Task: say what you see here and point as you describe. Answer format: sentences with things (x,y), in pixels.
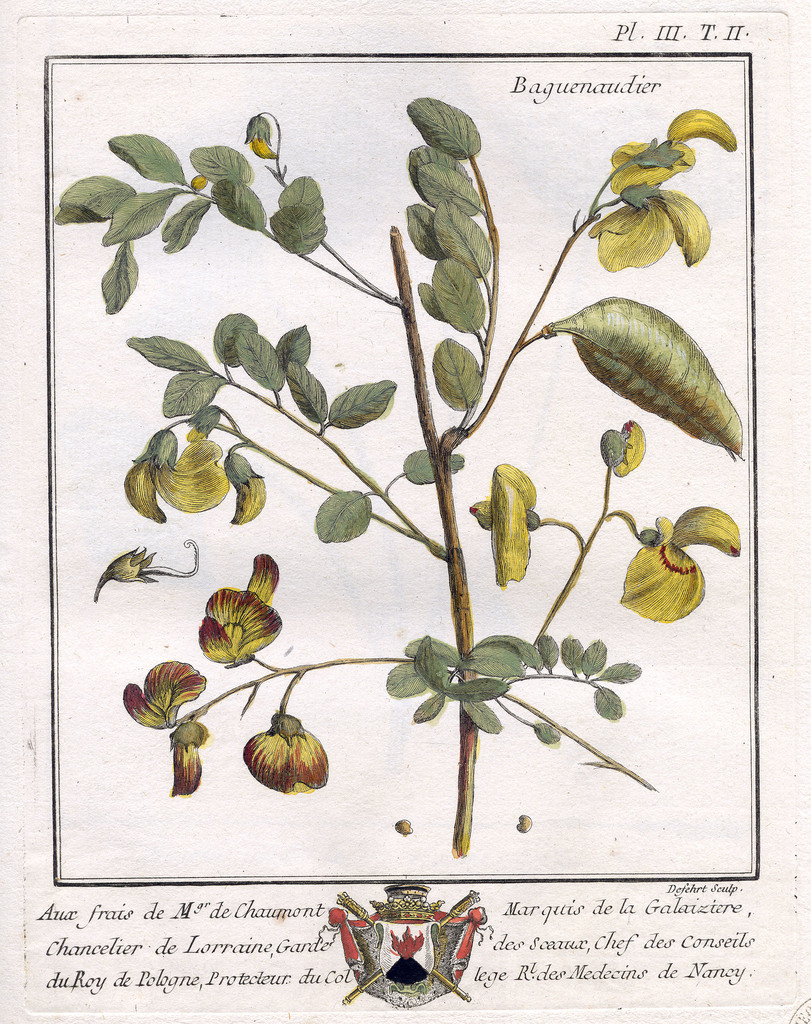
This picture consists of an art, in the image I can see plant (507,473), at the bottom (262,967) and top I can see text (529,980) and a symbol (398,915) visible at the bottom (407,896).
